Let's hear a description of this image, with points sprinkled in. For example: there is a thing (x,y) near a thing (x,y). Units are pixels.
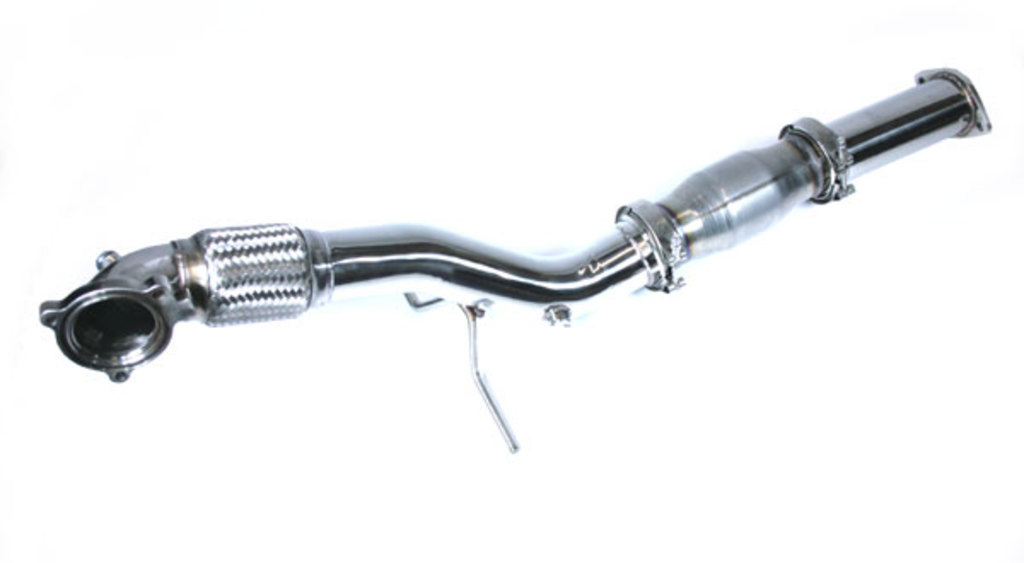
In this image we can see a steel pipe (664,206). In the background (622,203) it is white.
